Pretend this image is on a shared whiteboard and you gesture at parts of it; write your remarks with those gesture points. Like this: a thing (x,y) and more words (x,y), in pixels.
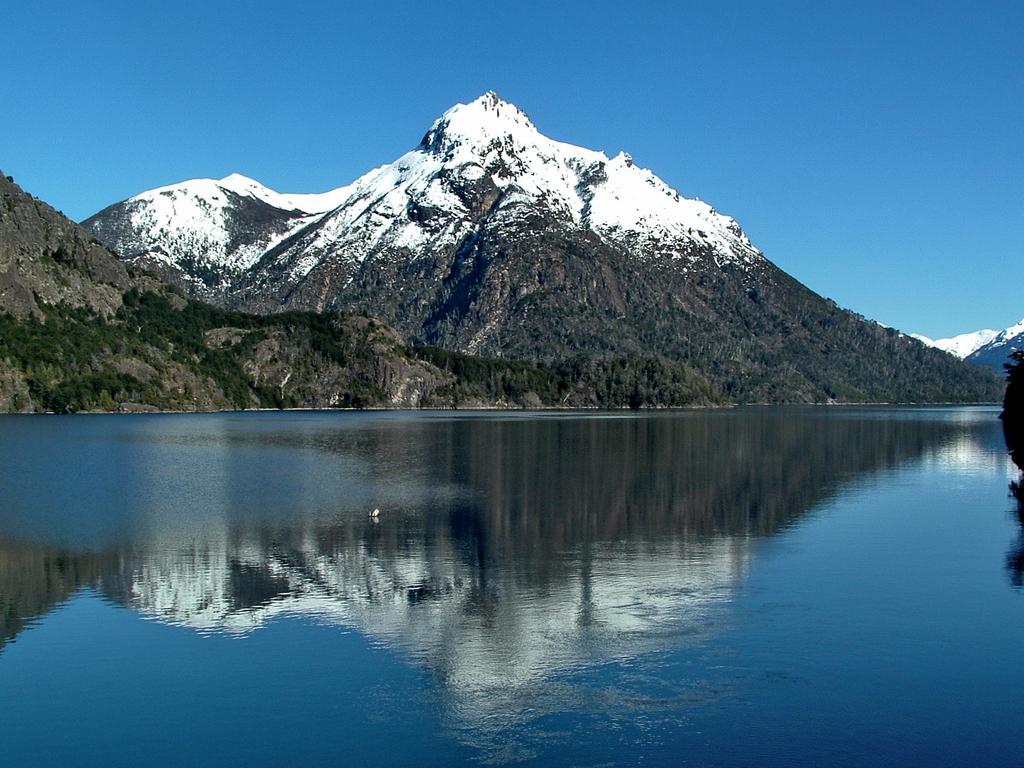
In this image I can see the water (525,561). In the background (576,357), I can see the hill (408,285) with trees (539,318) and snow (445,190). At the top (377,65) I can see the sky (423,95).
